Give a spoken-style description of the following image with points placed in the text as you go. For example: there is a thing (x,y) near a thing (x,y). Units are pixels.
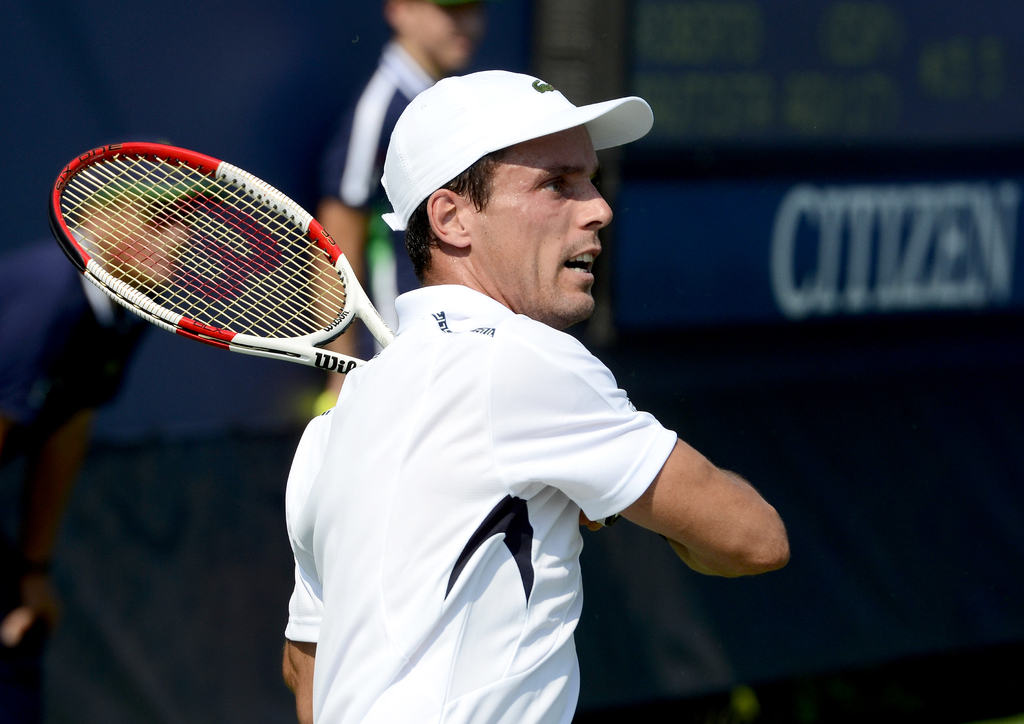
In this image, we can see a person (462,484) is wearing a cap (465,136) and open his mouth (581,273). Here we can see a racket (243,263). Background (892,708) there is a blur view. Two people (367,285) are here we can see. Top of the image (739,91), we can see a screen (786,87).
